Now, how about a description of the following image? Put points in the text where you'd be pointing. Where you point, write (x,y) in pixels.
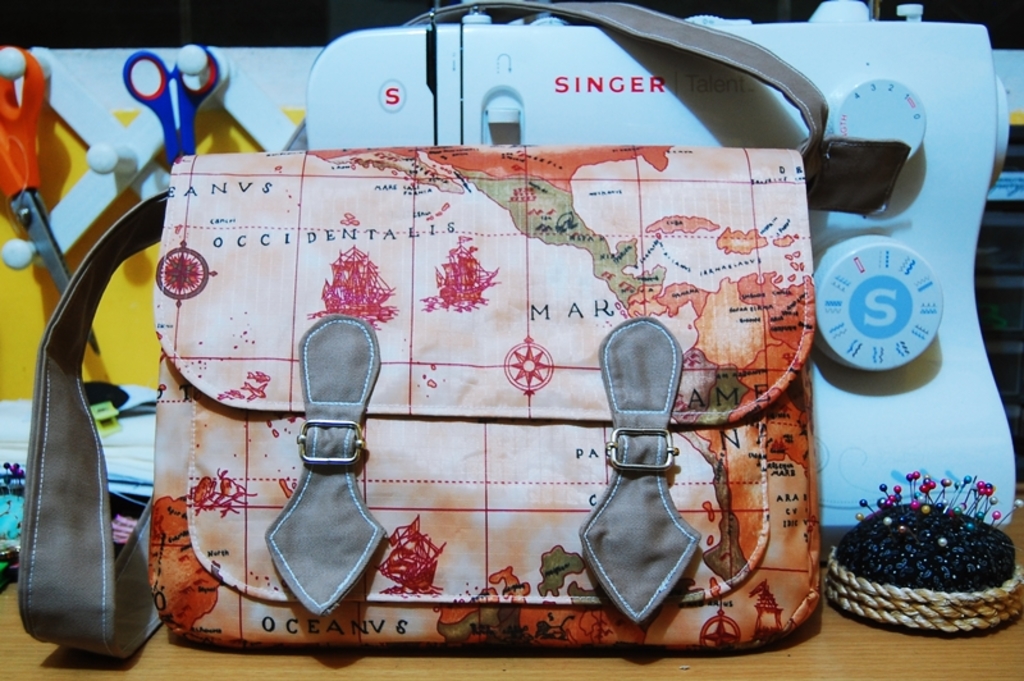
In this image, In the middle (605,298) there is a bag (209,612) which is in orange color and in the background (907,403) there is a white color object (914,317) and in the left side (18,184) there are two scissors (15,165) which are in orange and blue color and in the right side (957,550) there is a black color object (914,579) on the table (767,663).
